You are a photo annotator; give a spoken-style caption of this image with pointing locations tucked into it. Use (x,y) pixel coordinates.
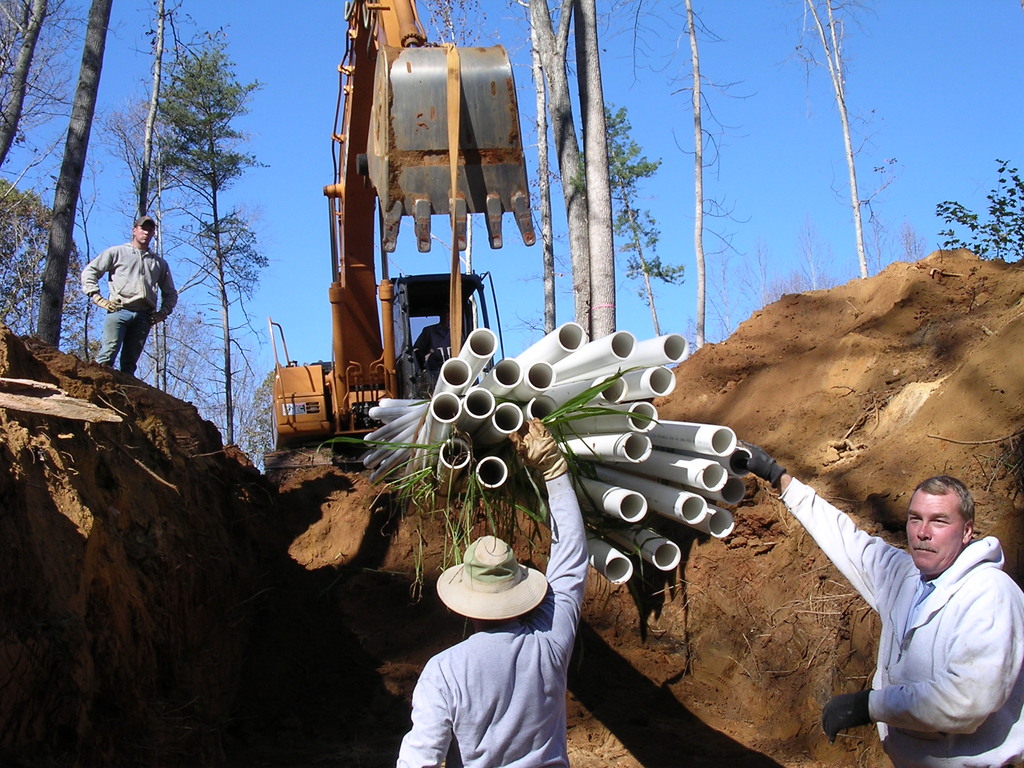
In the image we can see there are people (563,669) standing, wearing clothes (547,670), gloves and two of them are wearing hats (445,591). Here we can see the pipes (506,422) and the vehicle (397,311). Here we can see the sand (912,405), trees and the sky (847,91).
